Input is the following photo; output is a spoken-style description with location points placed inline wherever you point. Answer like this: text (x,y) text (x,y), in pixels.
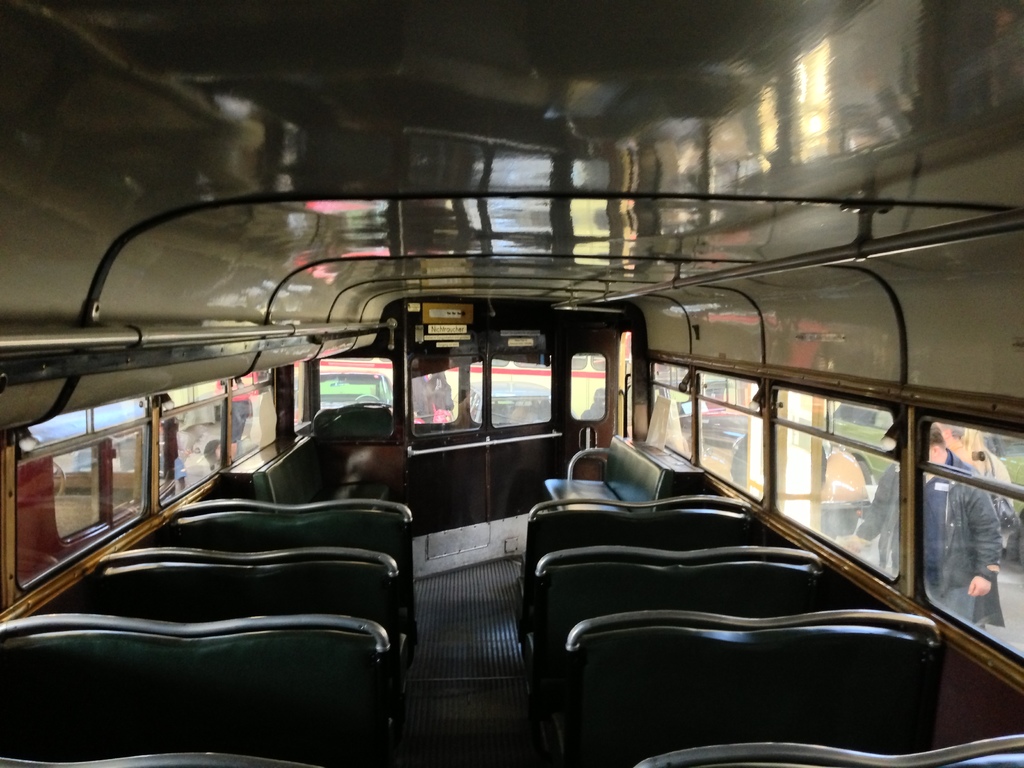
This is the inside view of the bus (420,584), in the bus (448,440) we can see the seats (852,715) and a door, from the windows (180,432) we can see few people (878,490) and the grass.
